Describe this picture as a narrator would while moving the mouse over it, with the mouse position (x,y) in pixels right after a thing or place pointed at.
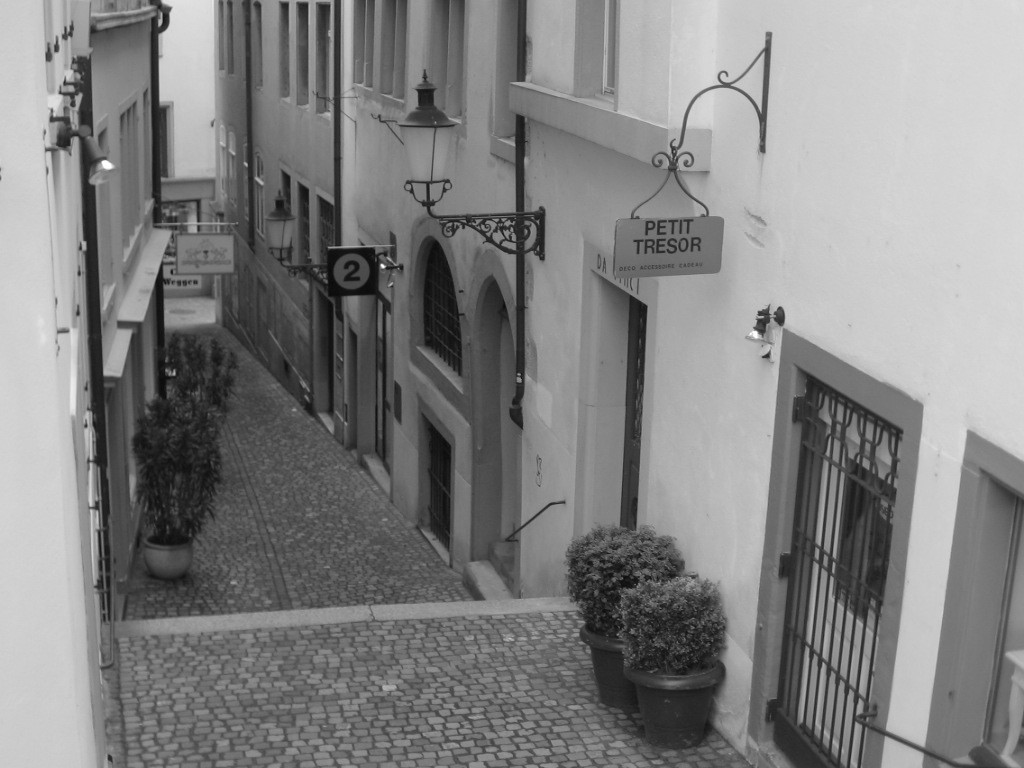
In the center of the image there are plants (148,450). In the background (150,272) there are buildings (564,284). We can see boards (365,276) and lights (98,171).
